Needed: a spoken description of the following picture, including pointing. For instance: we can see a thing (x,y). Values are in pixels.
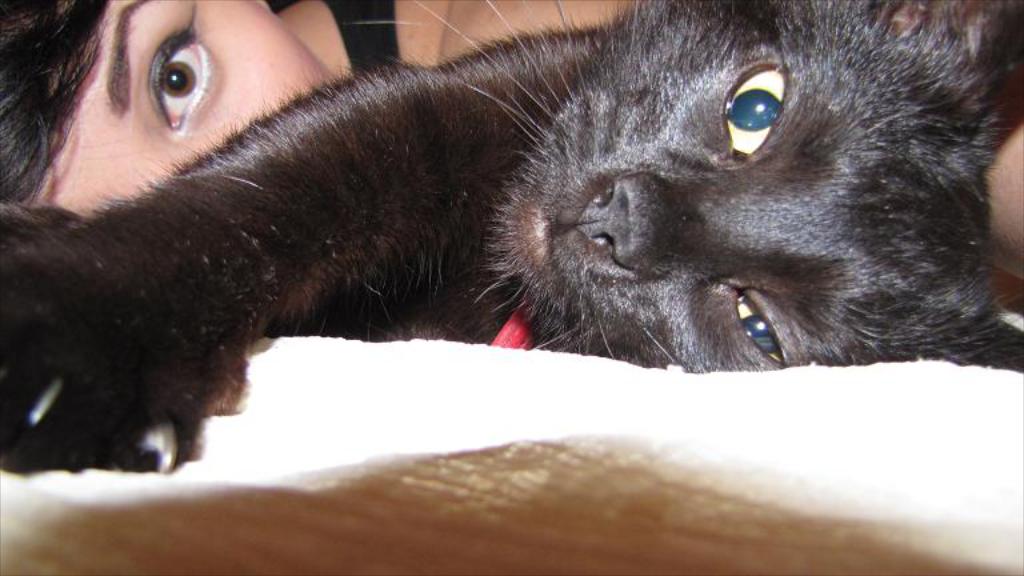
In this image I can see a woman (215,133) and a cat (678,203).
